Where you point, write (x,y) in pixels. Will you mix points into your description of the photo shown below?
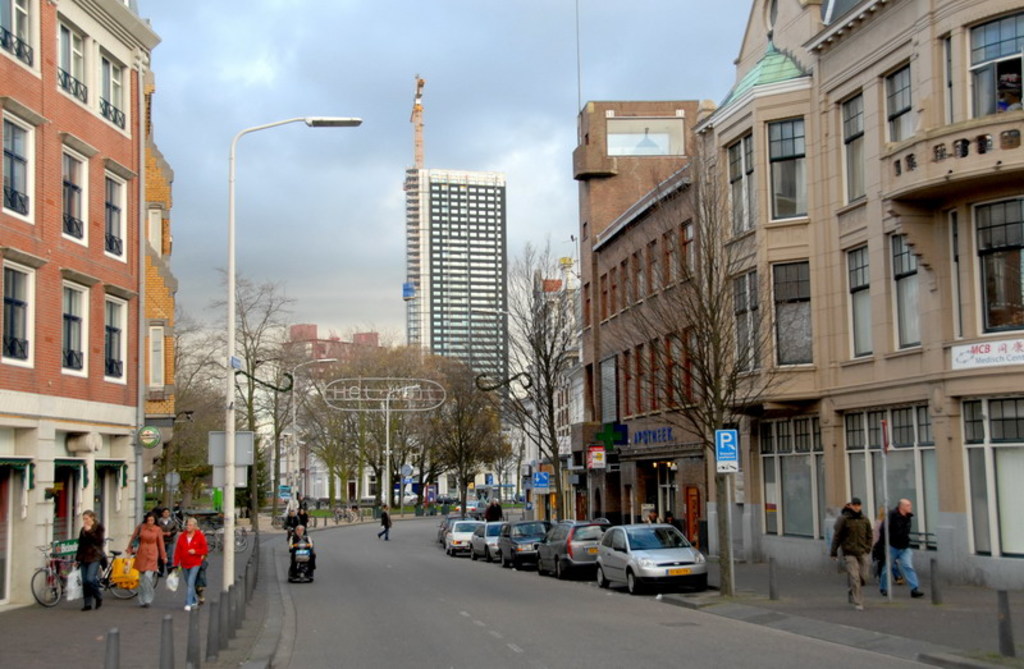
On the background of the picture (471,338) we can see a huge building (471,279). There is a tree (433,428) near to the building (480,320) and beside to it there is a bare tree (257,344). On the left side of the picture (89,305) we can see a building (109,331) which is painted orange in colour. These are the windows (113,350). Here we can see door (61,496) of the building (59,492). Here a group of people (198,589) walking on the road (215,568) holding bags (75,584) in their hands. These are the roads (585,627) and on the right side of the picture (753,405) we can see buildings (881,264). This is a pole (731,519) and there is a board (726,457) attached to the pole (726,483). These are the cars (541,548) which are in queue and in the centre of the picture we can see a man (382,515) walking on the road (383,550). Here there is a man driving a vehicle (304,569). There are two men (847,532) walking on the side of the road (365,537). This is a light (328,125).
